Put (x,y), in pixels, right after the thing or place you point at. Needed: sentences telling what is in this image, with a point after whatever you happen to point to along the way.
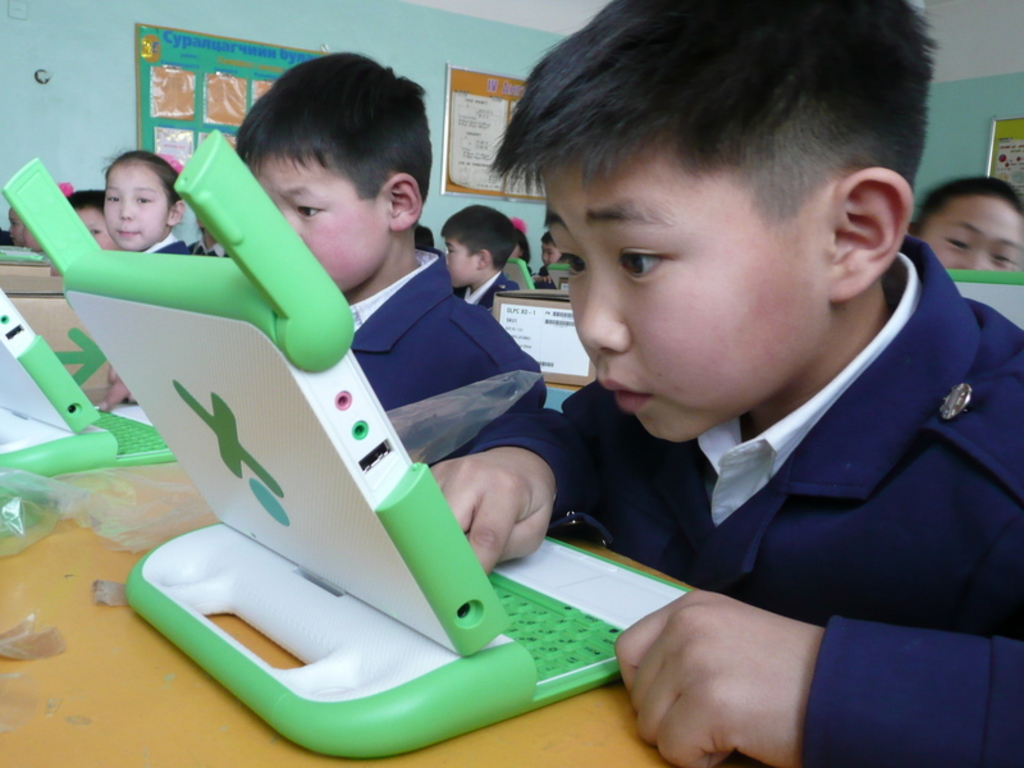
In this image I can see a table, on the table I can see laptop (66,265), in front of table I can see children's (595,157) and there is the wall (422,69), on the wall (500,69) I can see notice papers (1010,142) attached.
